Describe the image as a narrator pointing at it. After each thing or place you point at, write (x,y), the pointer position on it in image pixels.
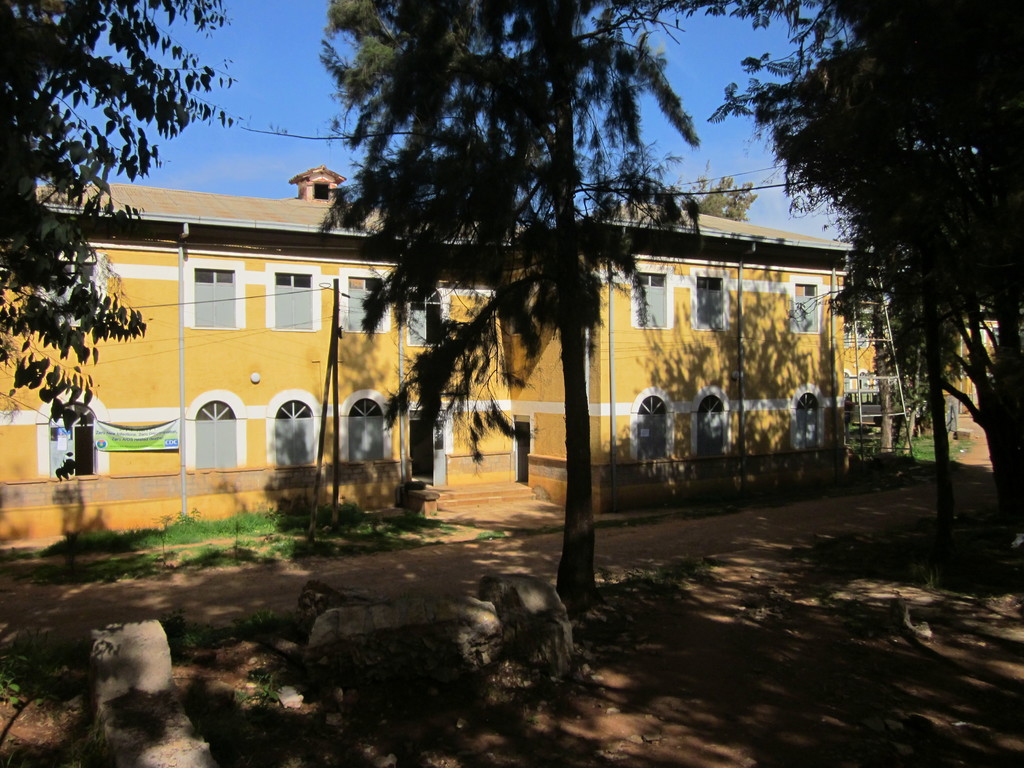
In this image I can see a building (41,426), windows (226,416), banner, stairs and trees (884,375). The sky (724,160) is in blue color.
